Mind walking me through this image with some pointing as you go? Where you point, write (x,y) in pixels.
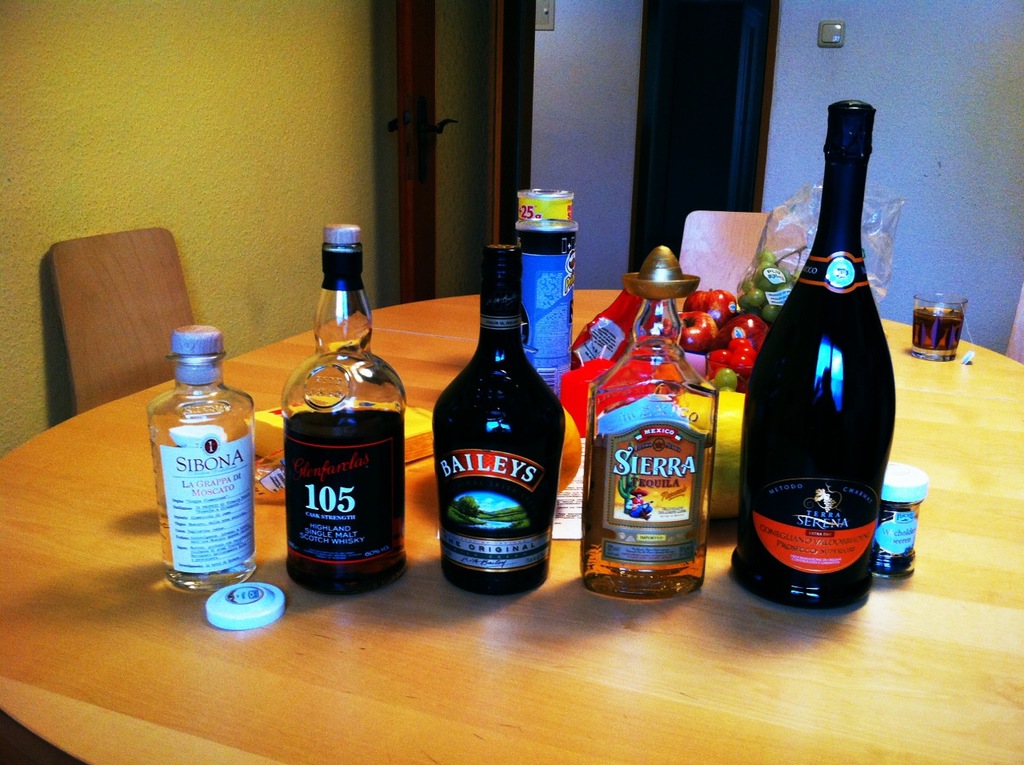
In this image there is one table (655,609) and on that table (264,555) there are some bottles (660,483) and fruits (740,319) and one glass (928,336) is there. On the top of the image (313,53) there is wall (958,36) and in the middle of the image (477,282) there is door (455,160), beside the table (439,386) there are two chairs (132,336).
